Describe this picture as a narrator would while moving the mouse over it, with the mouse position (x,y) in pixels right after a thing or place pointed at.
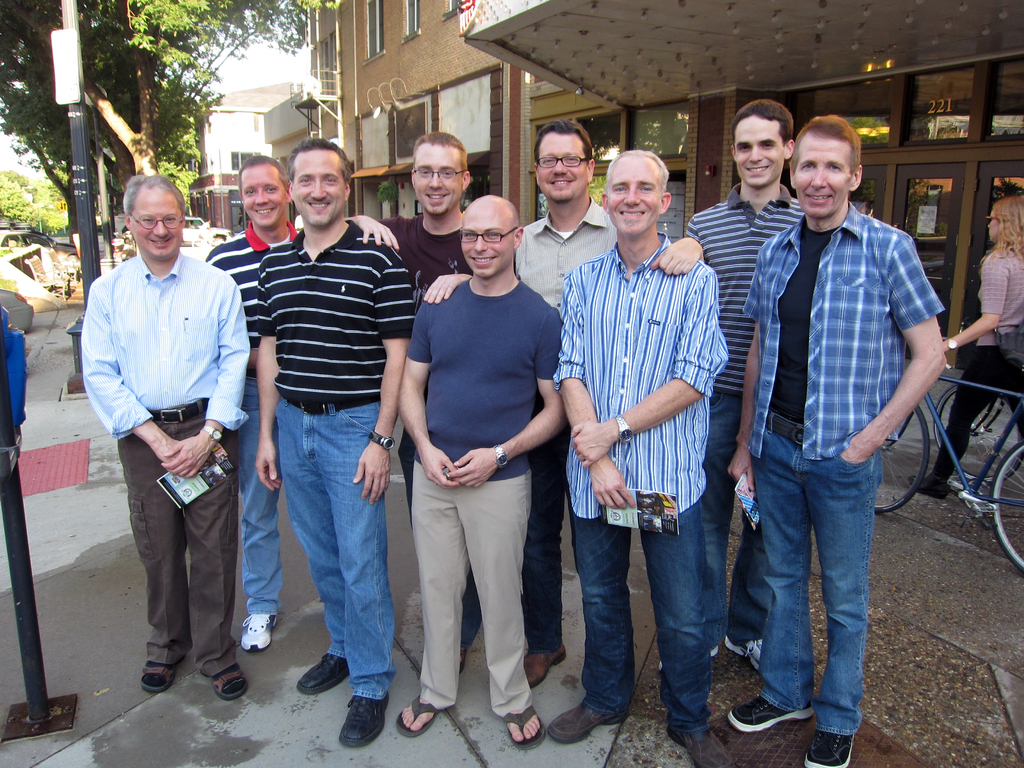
In this image in the front (429,351) there are group of persons (445,325) standing and smiling. On the right side (977,419) there is a bicycle (939,436) and there is a woman (990,331) walking and there are buildings (714,105). On the left side (3,483) there is a pole (2,466). In the background (107,162) there are trees (118,152) and buildings (238,127).
